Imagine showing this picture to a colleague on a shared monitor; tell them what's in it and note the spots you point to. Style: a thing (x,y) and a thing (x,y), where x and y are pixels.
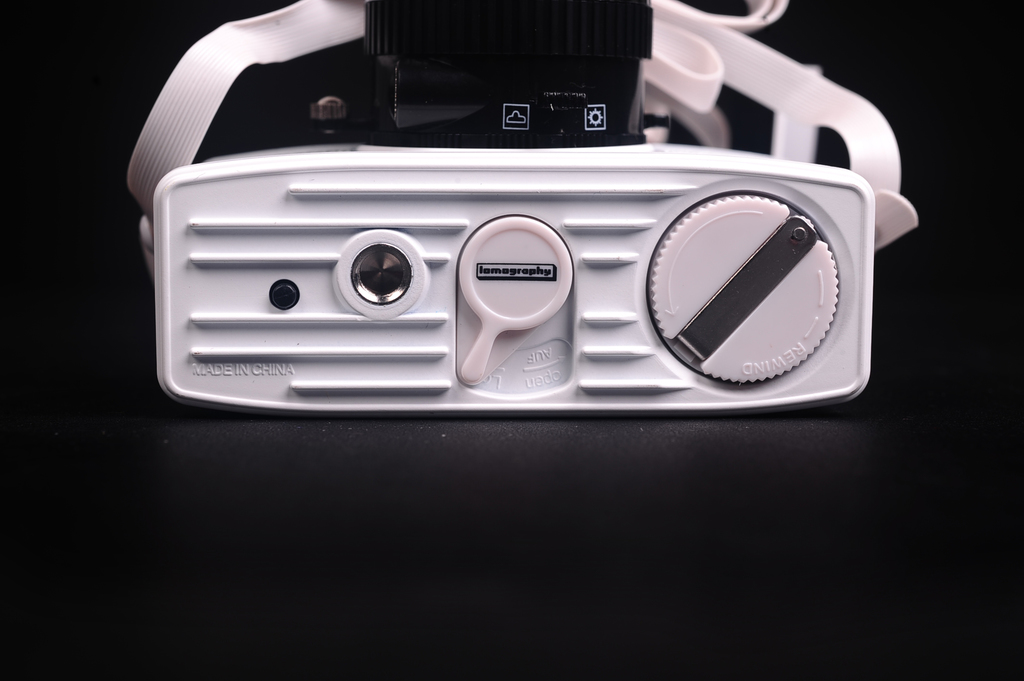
In this image the background (67,284) is dark. In the middle of the image (661,334) there is a camera (534,256).
